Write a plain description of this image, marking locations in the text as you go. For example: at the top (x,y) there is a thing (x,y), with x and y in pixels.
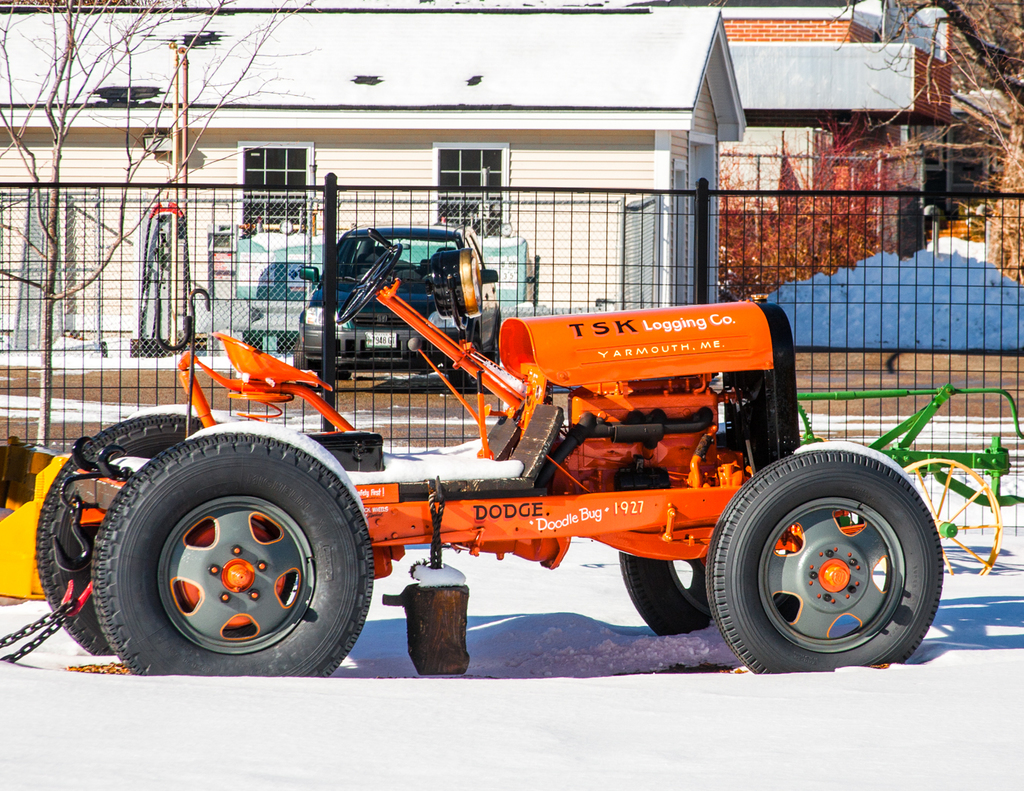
In this image, It looks like a tractor (551,371) with the wheels (716,568), which is on the snow (568,561). I think this is the fence (587,272). In the background (628,124), I can see the houses (594,167) with the windows (504,173). It looks like a car (417,297), which is behind the fence (326,258). On the left (54,223) and right side of the image (1009,155), I can see the trees (970,56).
